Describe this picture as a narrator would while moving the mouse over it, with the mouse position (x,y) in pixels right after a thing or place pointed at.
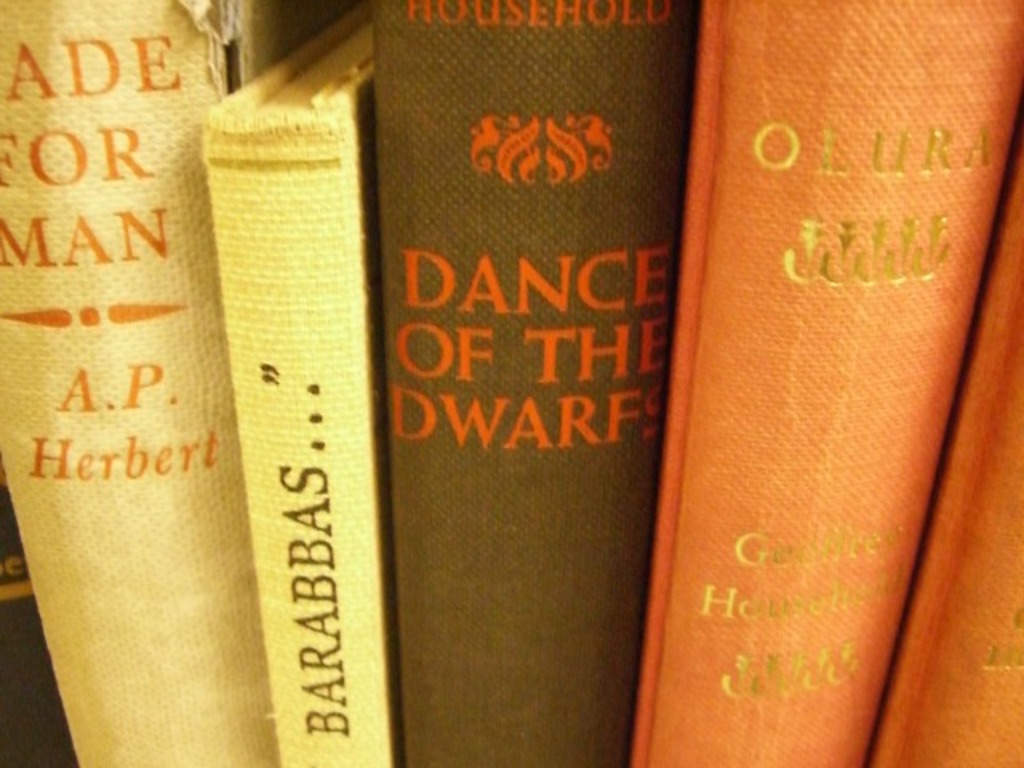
In this image we can see some books (75,288) with text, one book (583,167) with text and image (550,133) in the middle of the image (538,376).
